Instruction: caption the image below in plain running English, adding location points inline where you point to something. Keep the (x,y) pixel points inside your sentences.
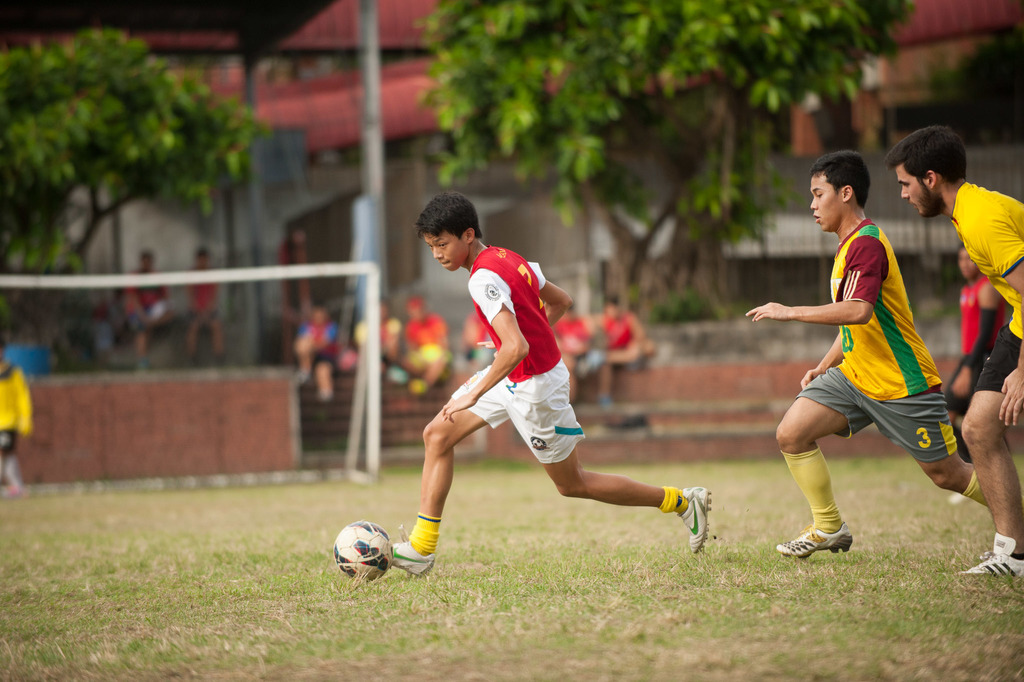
this picture shows a group of men (990,240) playing football (368,571) and we see couple trees (575,152) and a building (390,173).
